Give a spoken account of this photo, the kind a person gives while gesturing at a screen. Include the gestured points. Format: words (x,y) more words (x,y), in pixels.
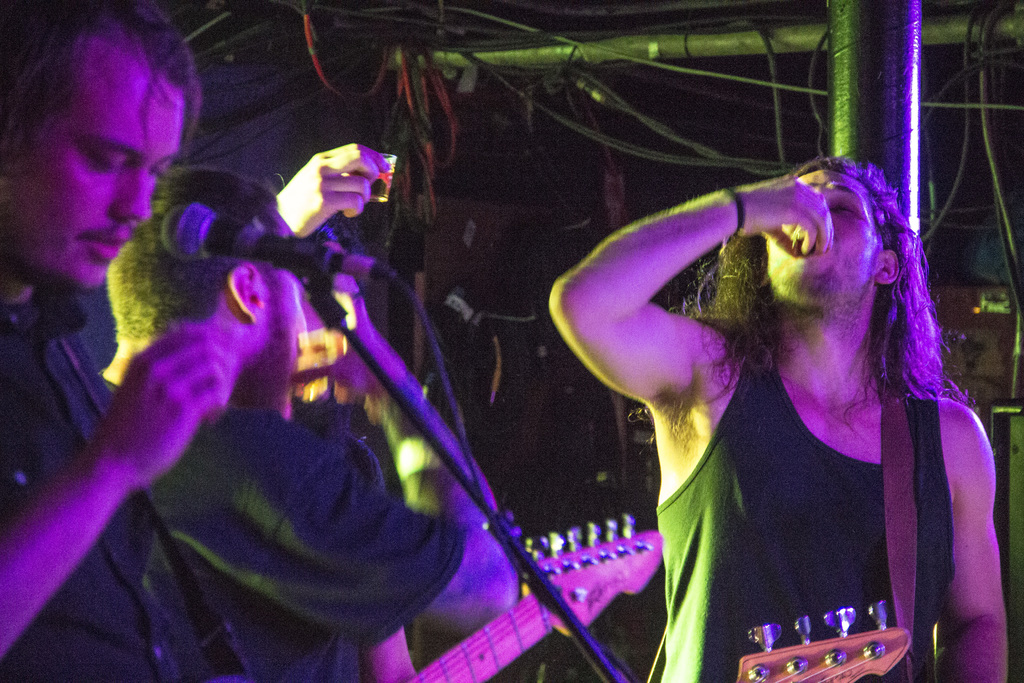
In this picture I can observe some men (759,315). On the left side (181,230) I can observe a mic (281,253) and a stand (315,259). In the bottom of the picture (583,556) I can observe guitars (811,661). On the right side (857,151) there is a black color pole (856,130). In the background (397,49) there are some wires (387,74).
